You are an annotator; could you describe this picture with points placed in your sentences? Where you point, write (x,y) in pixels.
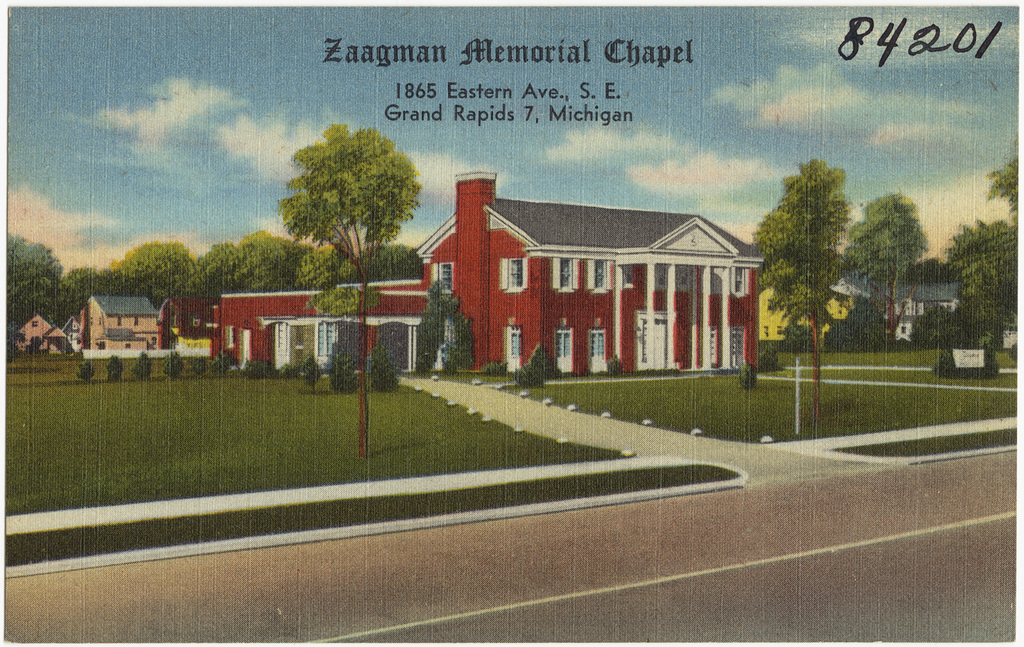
As we can see in the image there is a banner (265,409). On banner (253,107) there is painting (383,331) of houses (385,330), plants (387,370), trees (363,340), grass (83,447), sky (547,70), clouds (254,137) and there is something written.
